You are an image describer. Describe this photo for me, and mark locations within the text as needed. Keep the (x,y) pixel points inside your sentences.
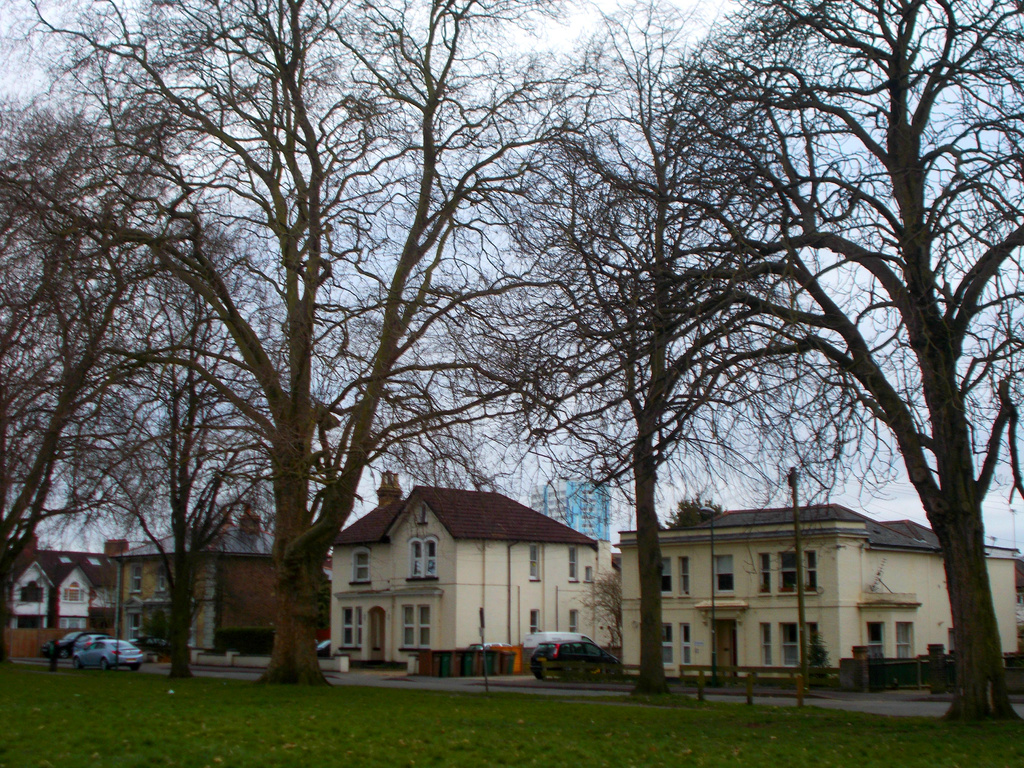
At the bottom of the image (399,577), we can see few buildings (1006,630), vehicles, walls (697,610), windows (364,569), poles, trees (608,615), road (901,711) and grass (291,735). Background (764,449) there is a sky (746,441).
